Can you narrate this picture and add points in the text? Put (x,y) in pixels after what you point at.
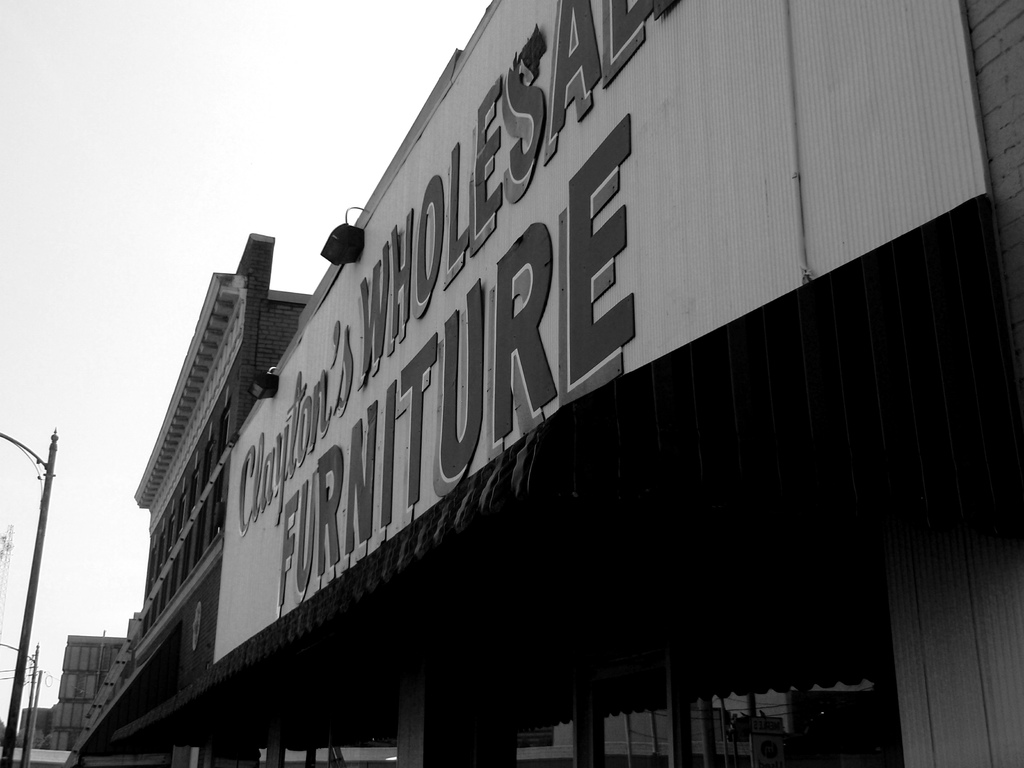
This is a black and white picture, in this image we can see a few buildings (190,599), there are some poles (40,673), lights (335,228) and pillars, in the background (271,185), we can see the sky (346,158).
